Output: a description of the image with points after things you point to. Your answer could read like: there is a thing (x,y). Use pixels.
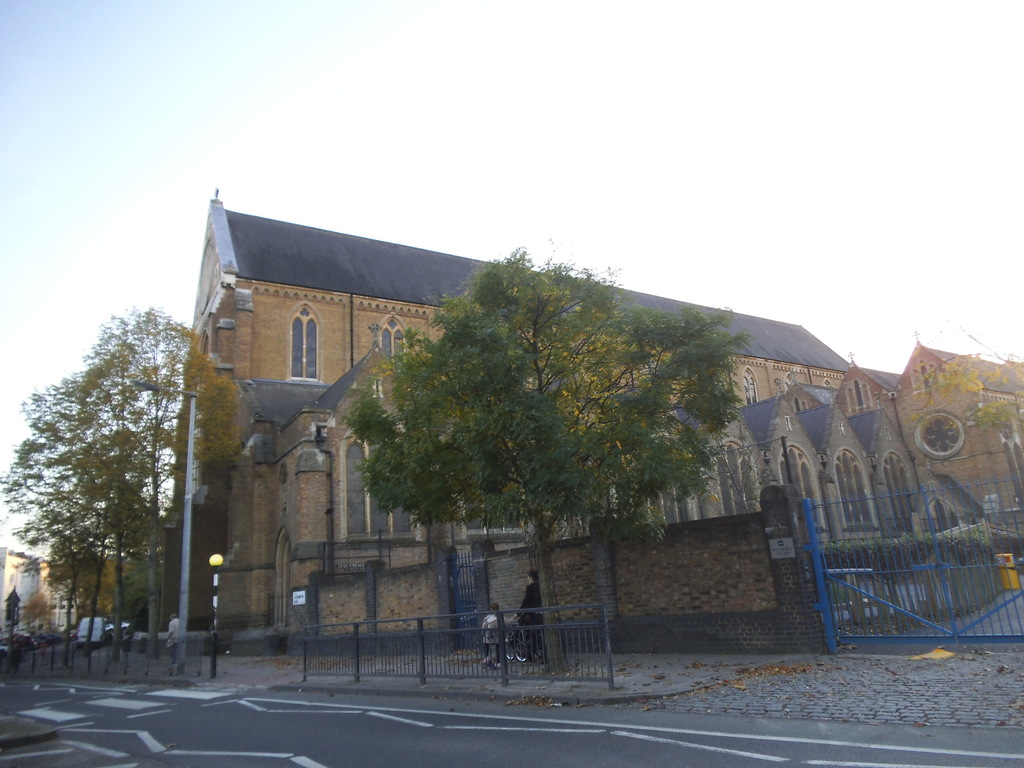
In this image, in the middle (517,477) there are buildings (312,470), trees (530,473), railing (552,661), street lights (189,534), poles (193,420), gate (850,619), people (534,643), road (434,718). At the top (457,178) there is sky (432,165).
